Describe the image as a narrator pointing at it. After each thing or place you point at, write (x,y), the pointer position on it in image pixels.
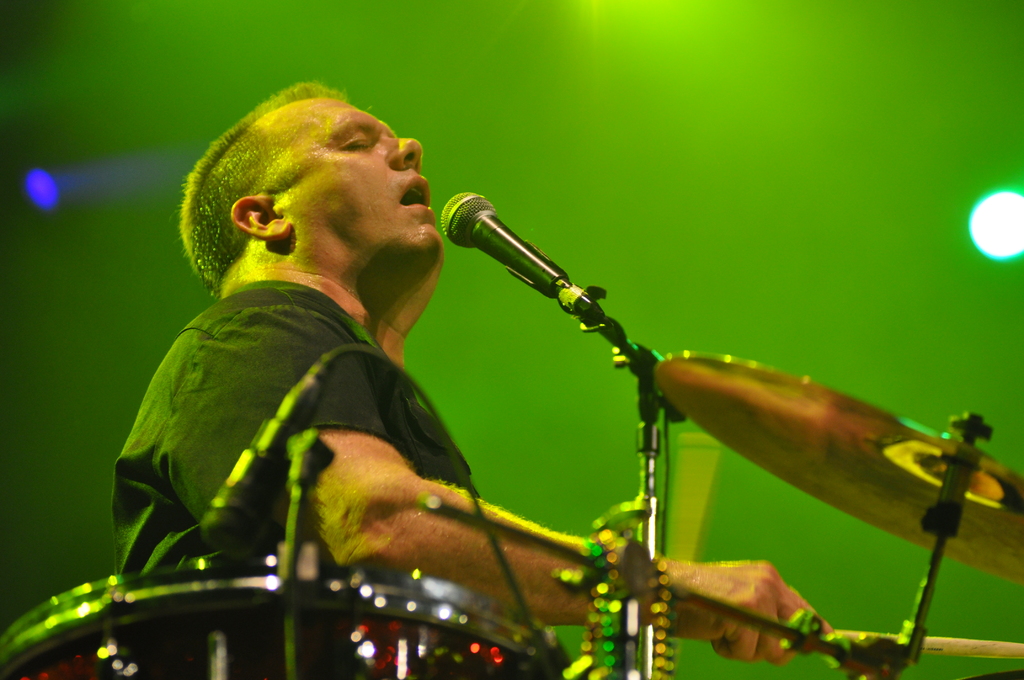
In this picture I can see a man (453,524) playing the musical instruments (450,584) and also he is singing in the microphone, I can see a light (1015,222) on the right side (1016,203).
